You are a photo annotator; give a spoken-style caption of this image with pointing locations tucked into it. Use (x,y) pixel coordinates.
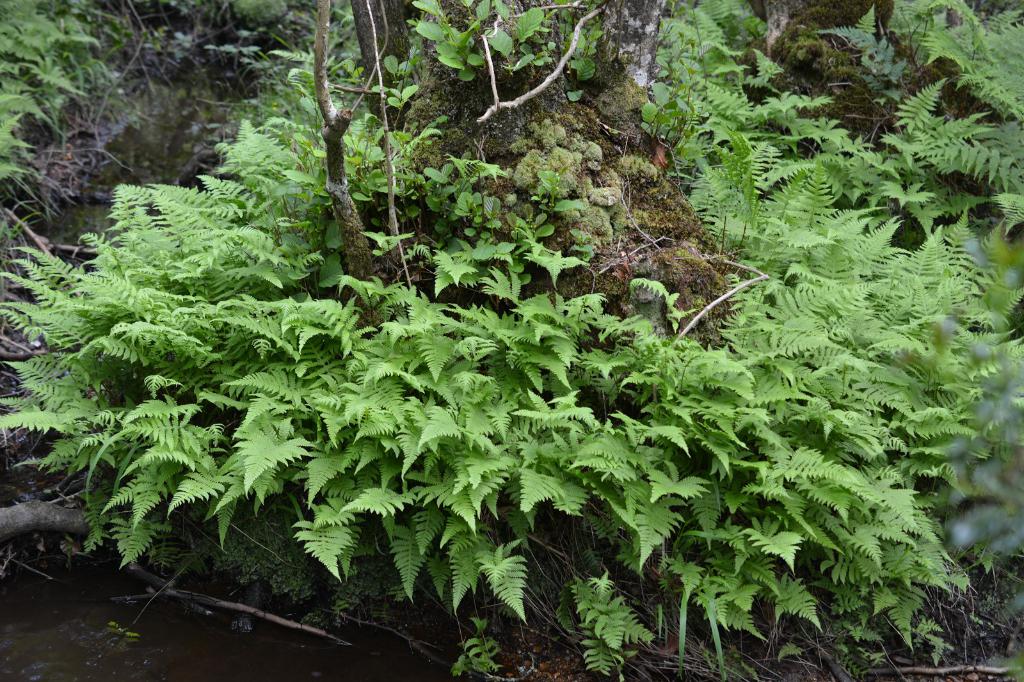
These are green color ferns (513,405).
